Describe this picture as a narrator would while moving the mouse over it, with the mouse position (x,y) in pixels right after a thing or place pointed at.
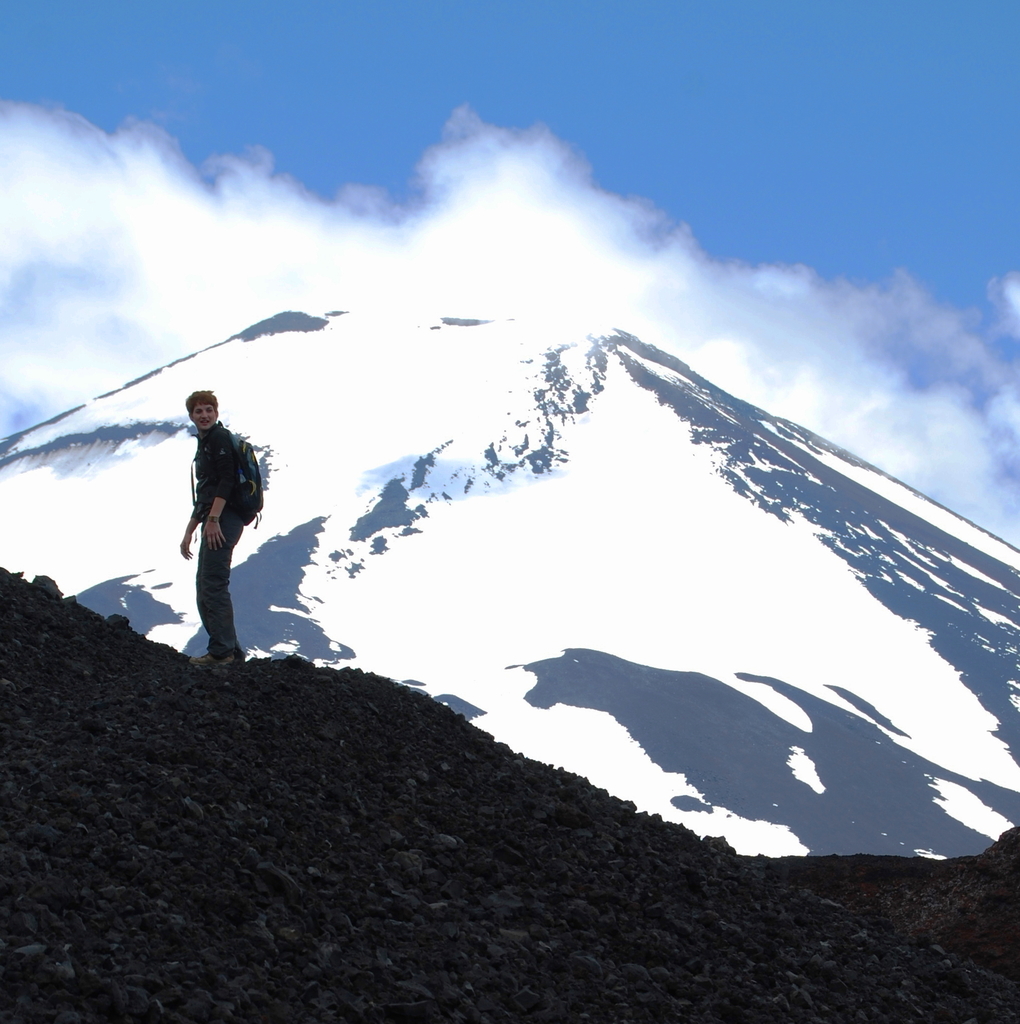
On the left side (239,535) a person (215,547) is standing, he wore shirt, trouser (227,565), bag (251,503). On the right side (732,479) there is a mountain (690,493) with the snow (662,513), at the top (662,186) it is the sky (599,186).
